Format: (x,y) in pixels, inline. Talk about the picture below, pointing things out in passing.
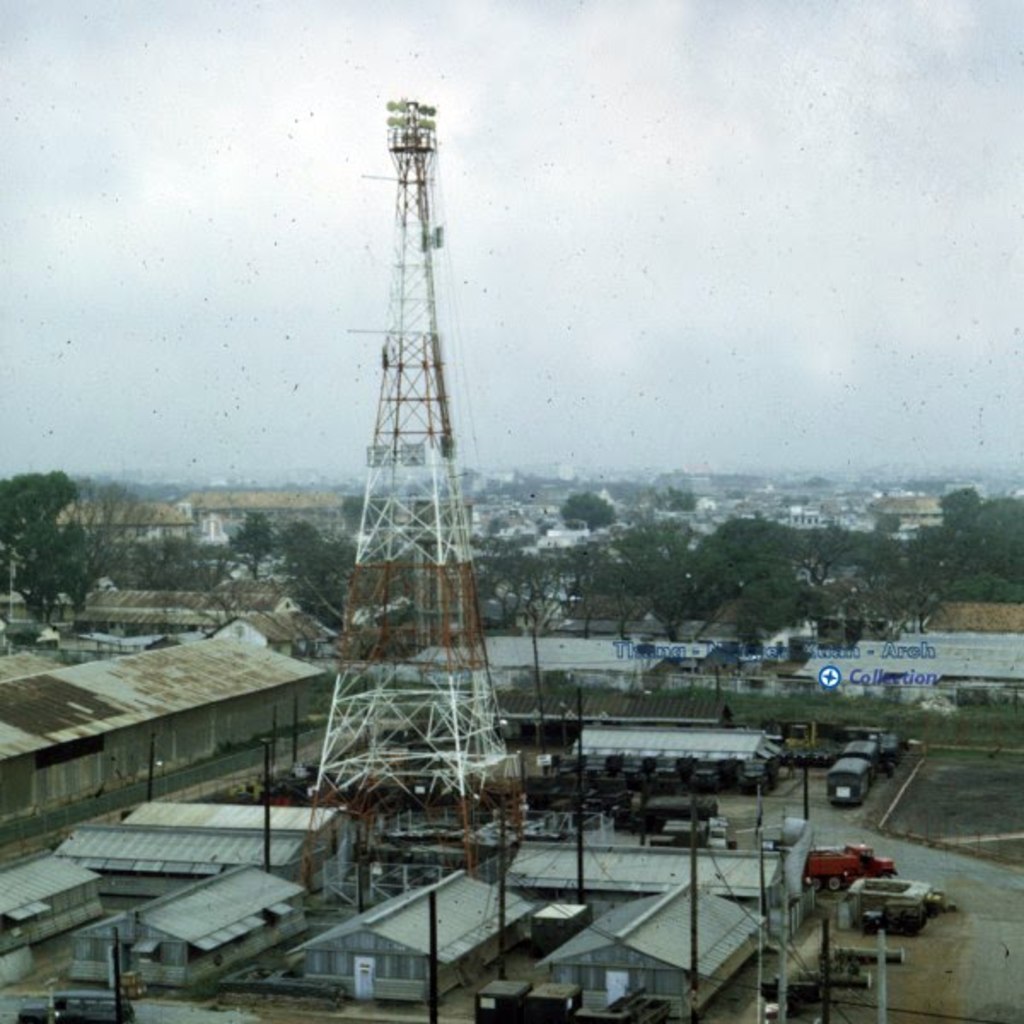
In the picture we can see a mobile tower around it, we can see some houses (750,880), sheds (755,856), roads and on it we can see some vehicles (848,751) and in the background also we can see some houses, buildings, trees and sky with clouds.
